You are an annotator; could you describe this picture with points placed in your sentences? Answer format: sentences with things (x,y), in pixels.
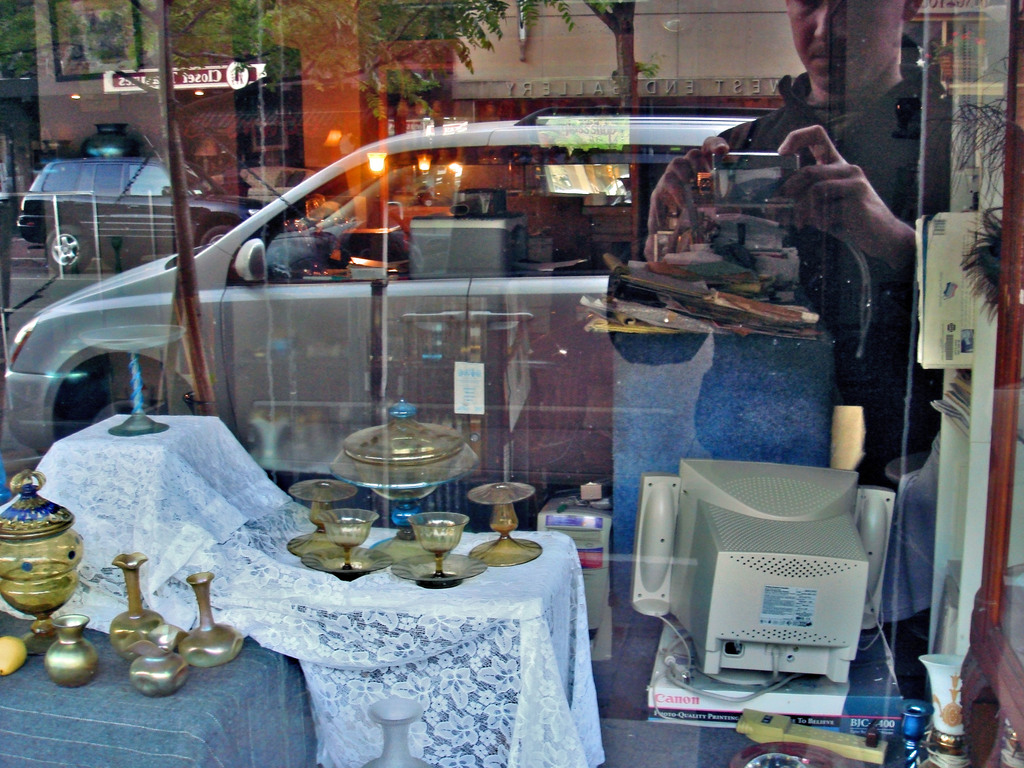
This picture is clicked on a glass (608,437). To the left corner of the image (267,691) there is a table (212,568). On the table (248,549) there is candle (137,390), candle holders (369,547) and a cloth (388,648) spread on it. To the right corner of the image (722,653) there is a monitor (701,595) on the books (675,699). On the above of it there is reflection (813,277) of a man (800,279) and he is holding a camera (750,191). At the center of the image (552,393) there are cars (252,203), trees (277,22), lamps (424,169) and a building (562,70).
